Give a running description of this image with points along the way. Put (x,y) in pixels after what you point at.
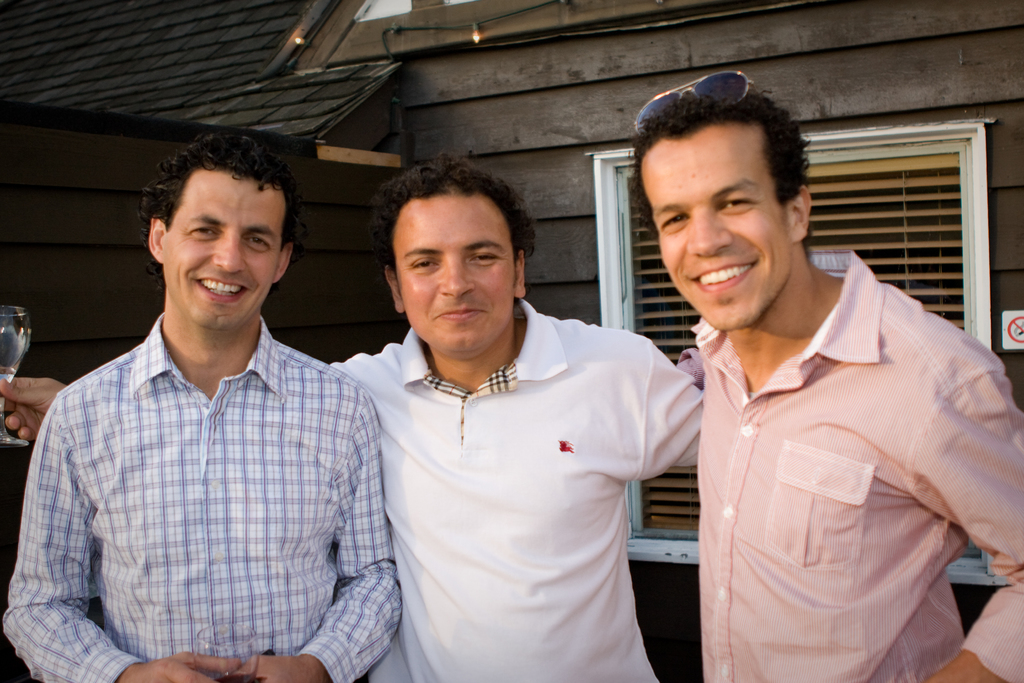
In this picture I can see three persons (433,359) standing and smiling, a person (135,374) holding a wine glass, there are lights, a board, and in the background (548,33) there is a window shutter (655,242) on the wall (638,49).
